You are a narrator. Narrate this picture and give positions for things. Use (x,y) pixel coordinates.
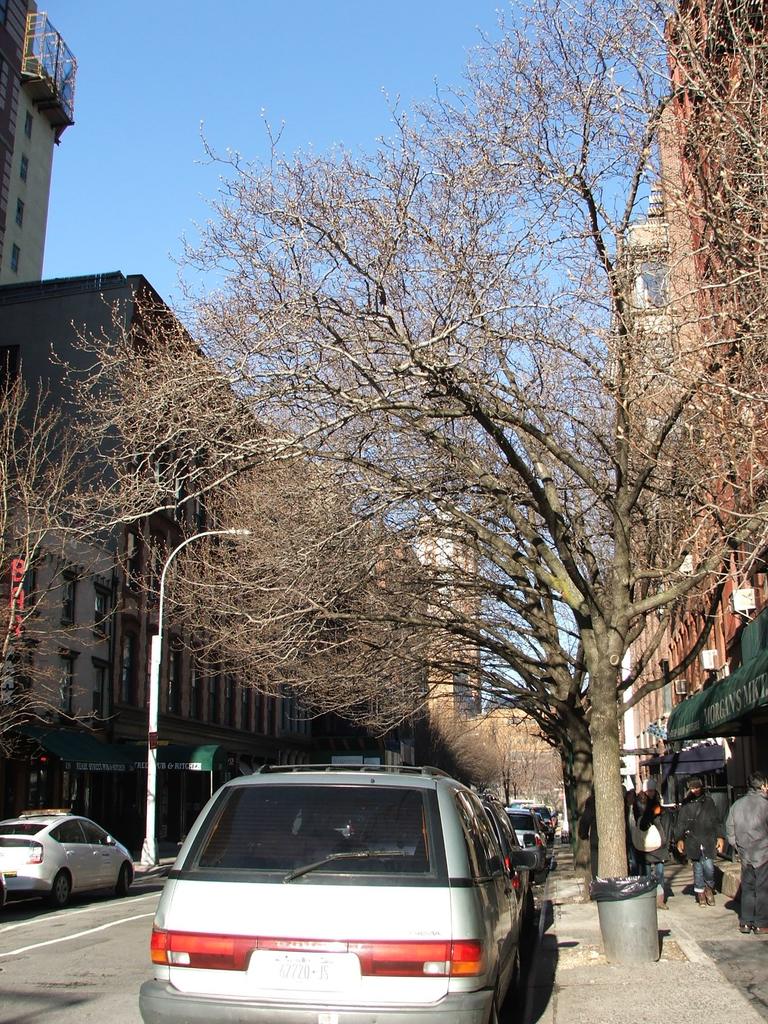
In this picture we can see vehicles (240,1000) on the road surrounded by trees (354,543) and buildings (105,539). We can also see people (758,794) on the right side (669,856). The sky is blue.
